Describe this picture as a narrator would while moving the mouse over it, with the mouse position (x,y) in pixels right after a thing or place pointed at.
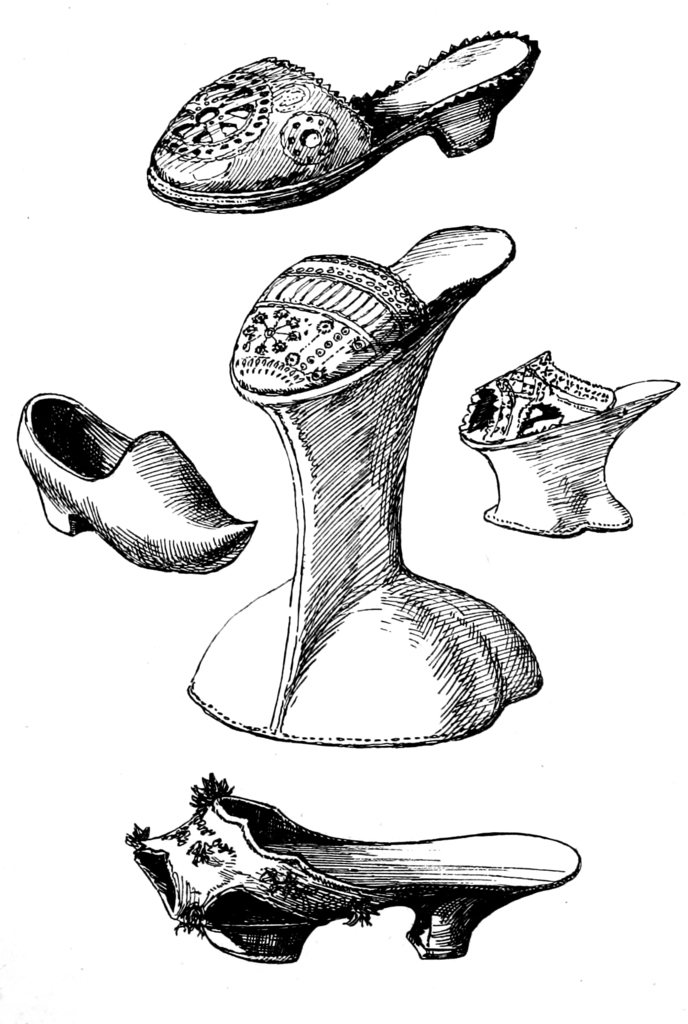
In this image I can see the sketch (400,618) of few footwear (62,399) which is black in color and I can see two footwear stands (362,676) on the white colored background (525,226).
